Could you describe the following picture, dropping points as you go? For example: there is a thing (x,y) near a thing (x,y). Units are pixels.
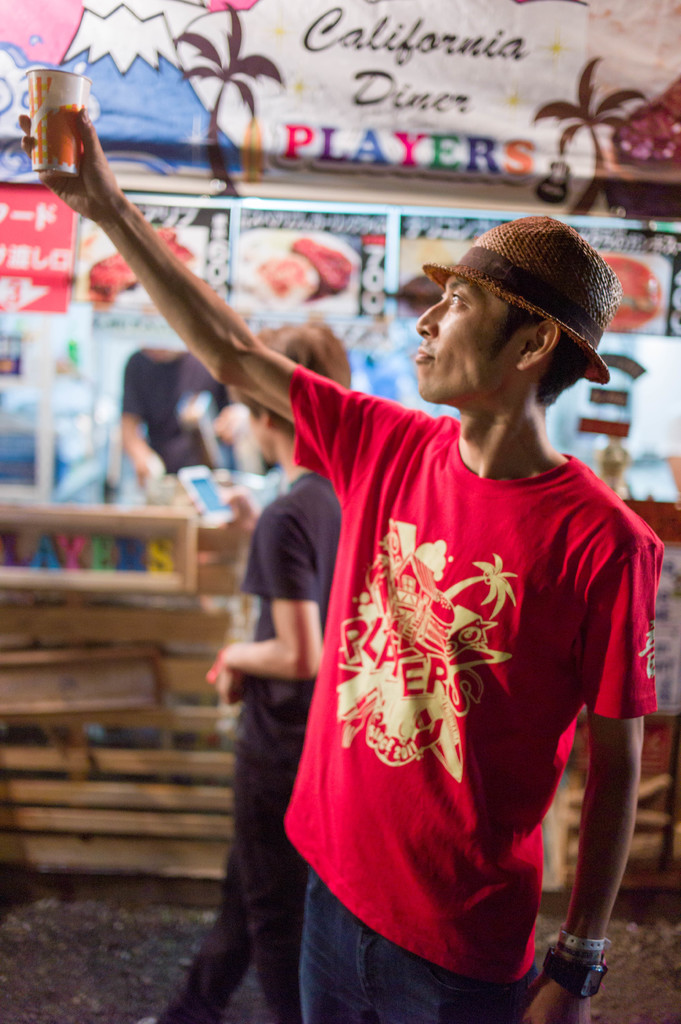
In this picture I can see there is a man (519,413) standing here and he is wearing a shirt (520,977), pant (489,1021) and a cap (560,226). He is holding a disposable cup (40,90) and is looking at it. In the backdrop (294,474) there is a man (289,459) standing and operating a smart phone (216,507) and there is a stall (149,328) in the backdrop (178,444) and it has few banners (236,33) and the backdrop (126,349) is blurred.
